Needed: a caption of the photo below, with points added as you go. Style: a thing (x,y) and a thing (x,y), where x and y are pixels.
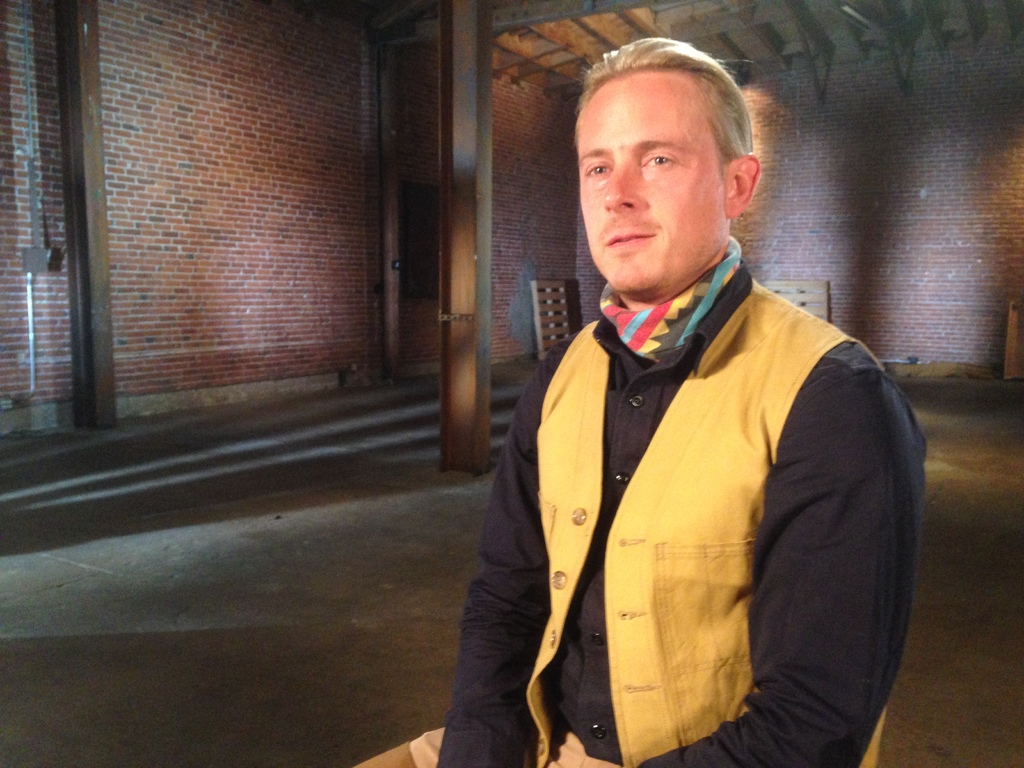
In this picture we can see a man (790,493) is sitting in the front (571,383), in the background (165,269) there is a brick wall (222,165), we can see a pillar (455,299) in the middle (469,281).
